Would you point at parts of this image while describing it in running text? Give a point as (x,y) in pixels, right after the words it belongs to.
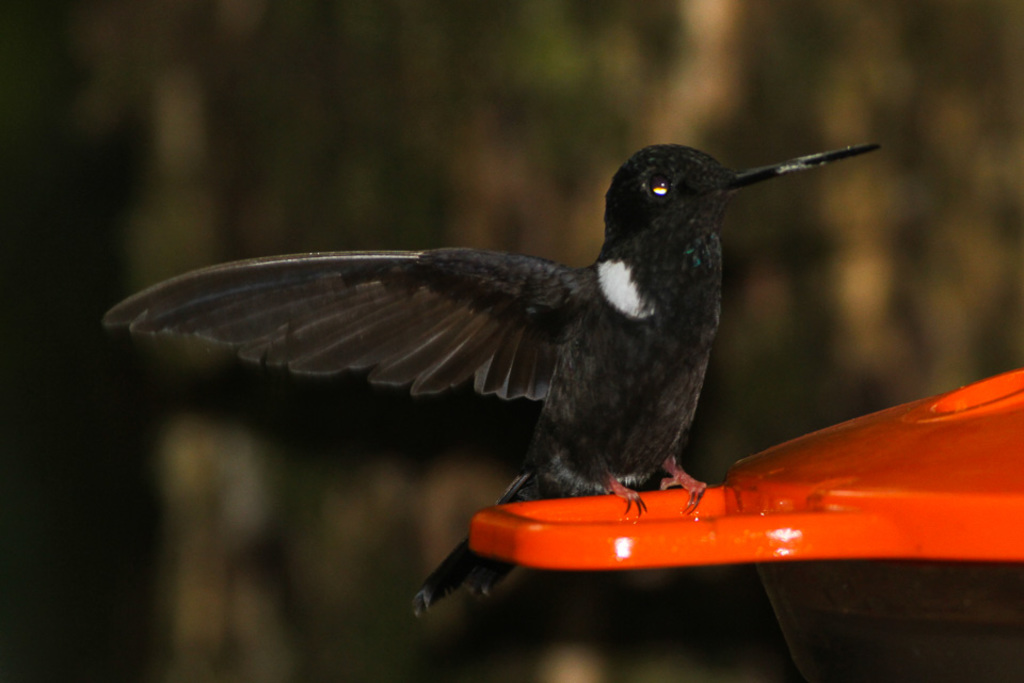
This image is taken outdoors. In this image the background (731,81) is blurred and it is a little dark. In the middle of the image (533,293) there is a bird (578,285) standing on the object (602,509). On the right side of the image (854,477) there is an object (814,527) and it is red in color.
